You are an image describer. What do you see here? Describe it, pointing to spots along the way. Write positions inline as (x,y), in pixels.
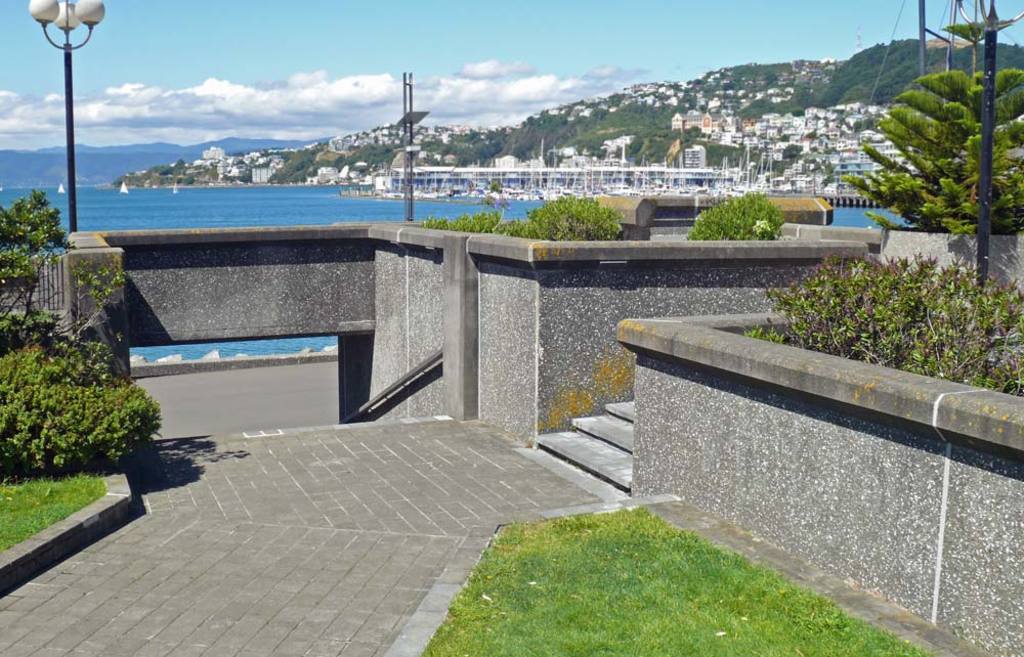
Bottom right side of the image (824,630) there is grass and there are some plants (1009,364) and steps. Top right side of the image (989,140) there is a pole (984,153). Behind the pole (989,196) there are some plants (901,110) and buildings (838,118) and hills (860,68). Bottom left side of the image (21,481) there is grass (24,489) and there are some plants (75,314) and there is a fencing (371,269). Behind the fencing (60,276) there is water (7,191). Top left side of the image (208,76) there are some clouds (462,101) and sky (14,34).
